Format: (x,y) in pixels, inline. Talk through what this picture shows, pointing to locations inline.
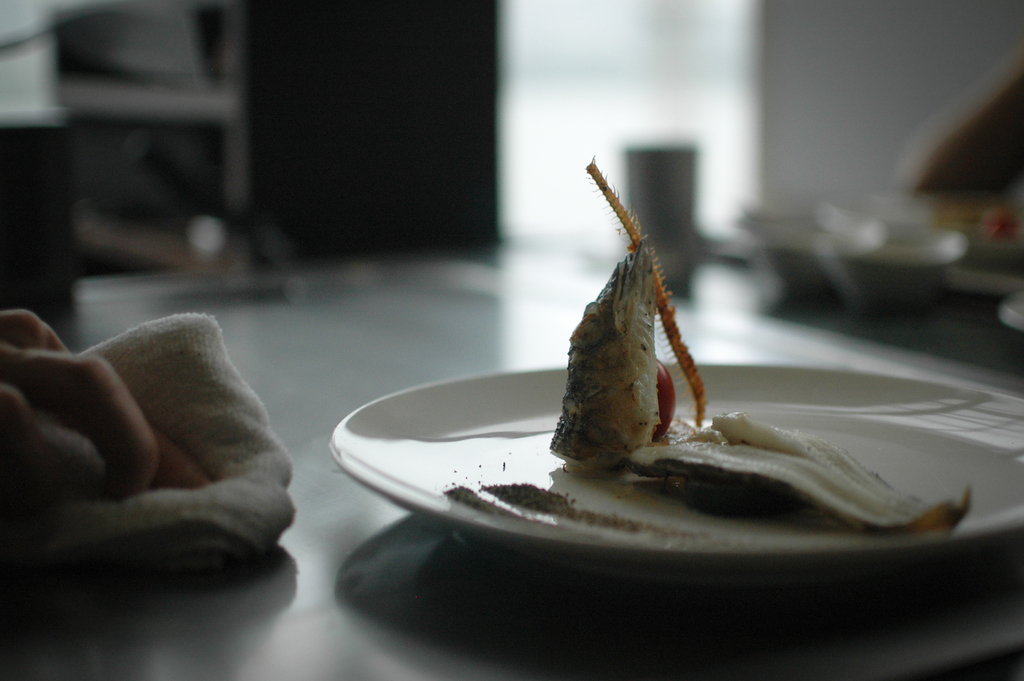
In the foreground of the picture (315,376) there is a table (378,634), on the table (410,635) there are plate (544,520), food item (648,453), cloth (227,439) and a person's hand (82,360). The background (809,246) is blurred.
